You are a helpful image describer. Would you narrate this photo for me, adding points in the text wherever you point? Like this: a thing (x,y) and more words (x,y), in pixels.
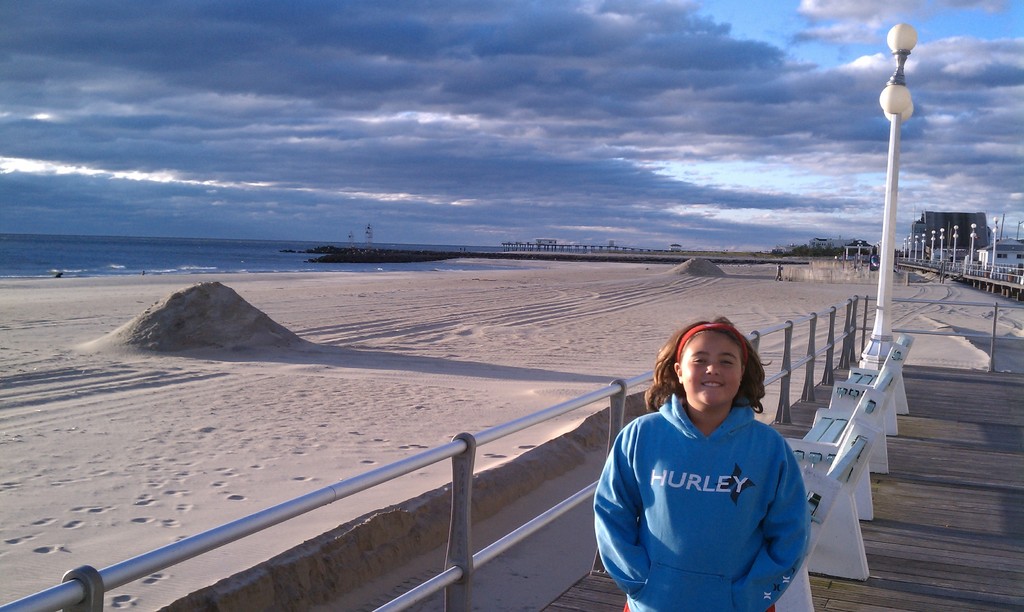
This image consists of a girl (688,516) wearing a blue jacket (676,514). In the background (865,410), we can see the benches (838,483) and a pole (885,207) along with the lamps (896,95). On the left (21,245), there is an ocean (65,260) and we can see the sand (437,482). At the top (616,152), there are clouds (689,203) in the sky (789,162). Beside the girl (699,600) there is a railing (507,544).
